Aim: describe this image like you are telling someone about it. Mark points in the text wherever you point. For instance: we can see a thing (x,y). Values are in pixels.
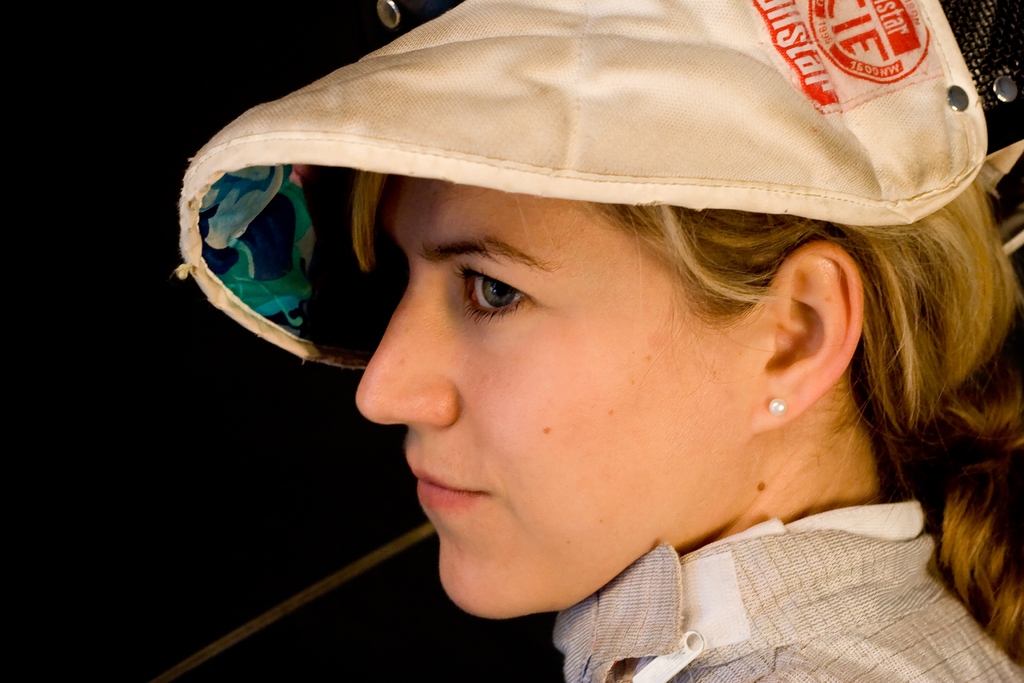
This image consists of a woman (494,223) wearing a white cap (865,169). The background (162,627) is too dark.
